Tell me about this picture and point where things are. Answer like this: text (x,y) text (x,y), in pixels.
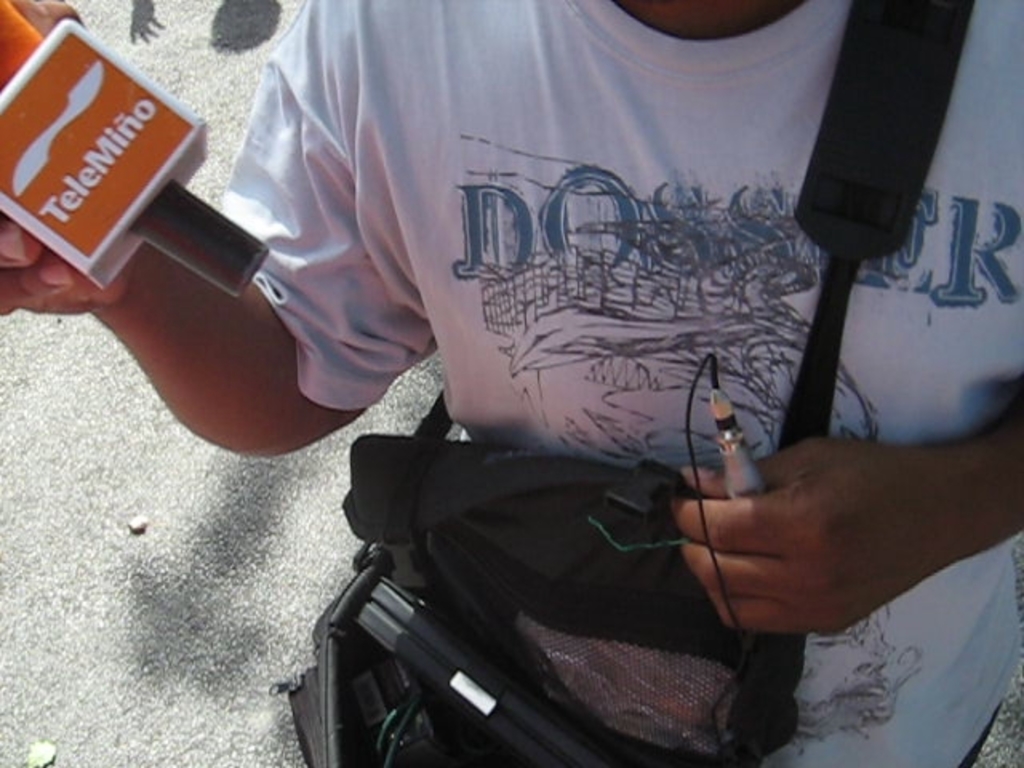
In this image we can see a person (292,237) holding a microphone (111,217) in his hand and a device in other hand (806,552) is carrying a bag (605,659) containing some objects (507,703) in it.
